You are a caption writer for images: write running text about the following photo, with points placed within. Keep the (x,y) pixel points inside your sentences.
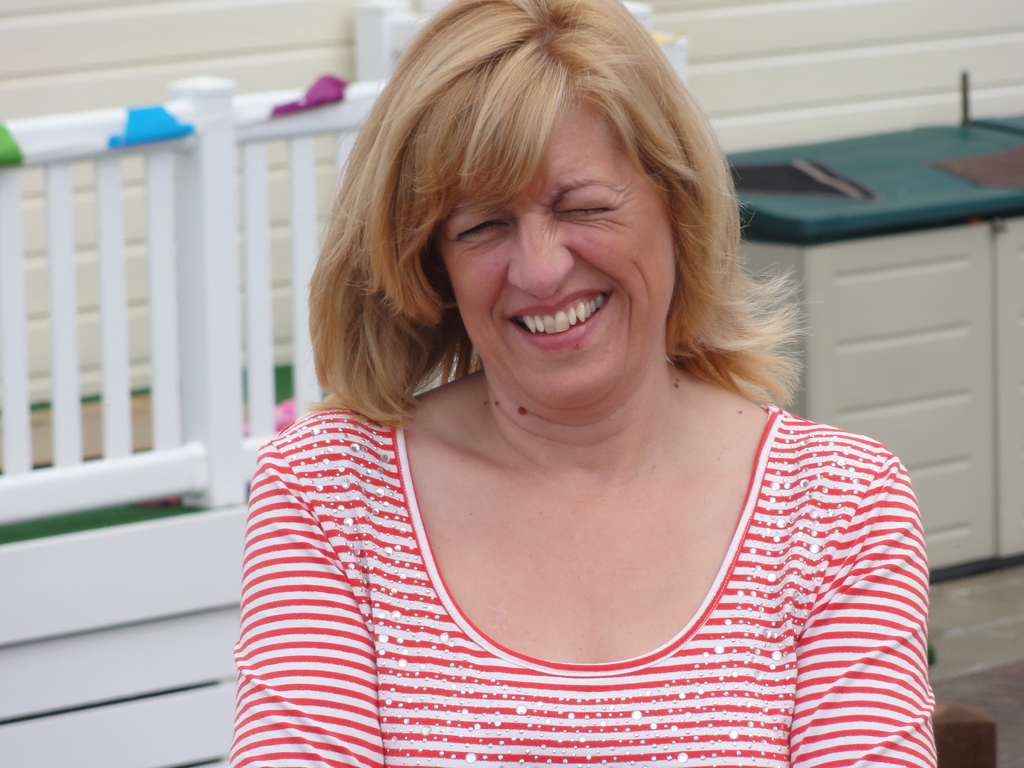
In this picture I can see there is a woman (651,688) sitting in front of a white fence (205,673) and she is laughing and she is wearing a red and white shirt (344,540) and there is a wall (798,107) in the backdrop (788,93) and there is a box (1008,375) on right side (926,345).
